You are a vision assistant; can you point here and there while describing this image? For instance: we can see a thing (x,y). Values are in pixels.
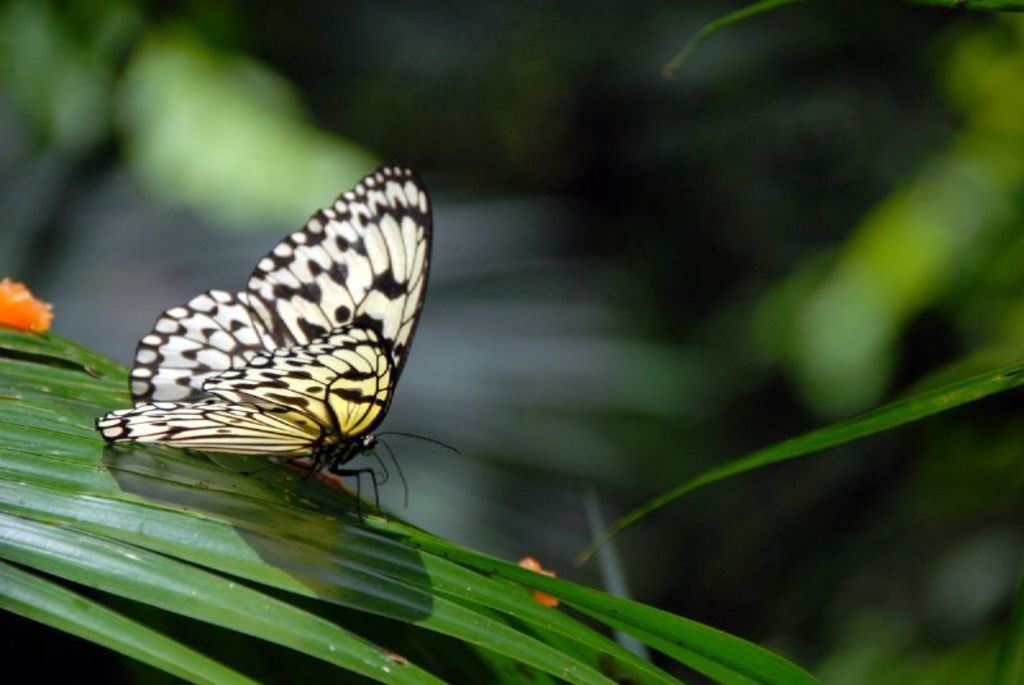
In this image I can see a butterfly (271,354) which is white, black and yellow in color on the green colored leaf (173,528). I can see few orange colored objects (4,293) and the blurry background (558,228).
